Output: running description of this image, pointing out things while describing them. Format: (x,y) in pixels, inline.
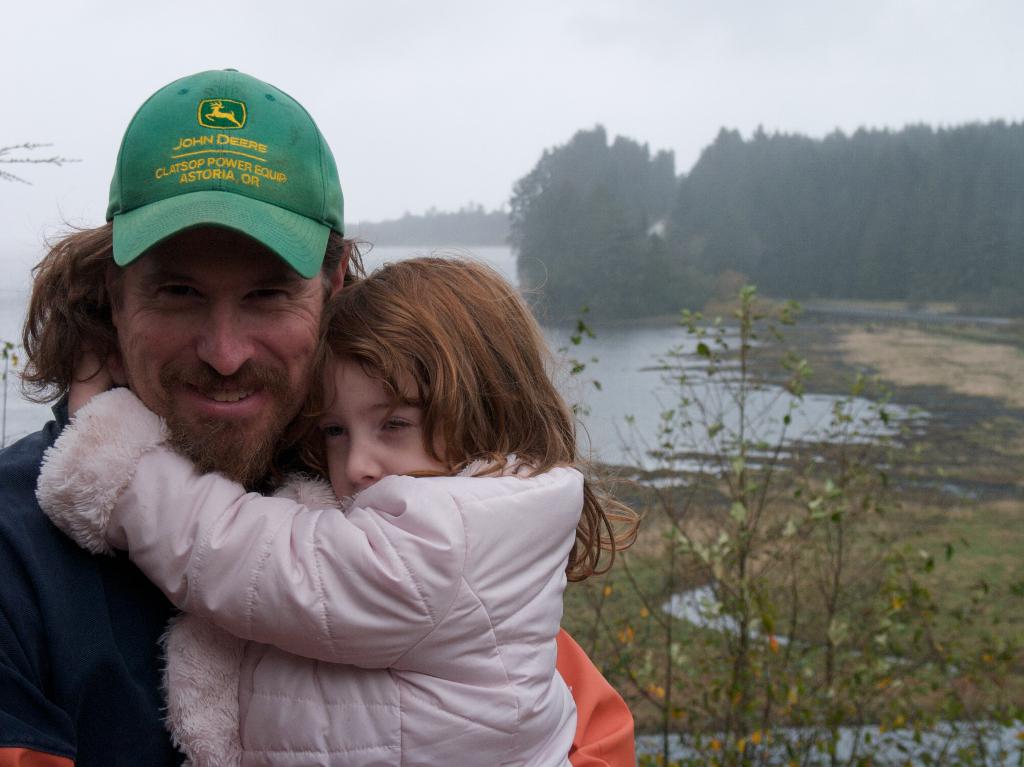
In this image I can see a person (175,425) holding a baby (471,394) and the person (282,443) is smiling and background (738,45) I can see the sky (672,49) and tree (758,166) and the lake (642,359) and at the bottom (806,680) I can see a plant (813,543).
